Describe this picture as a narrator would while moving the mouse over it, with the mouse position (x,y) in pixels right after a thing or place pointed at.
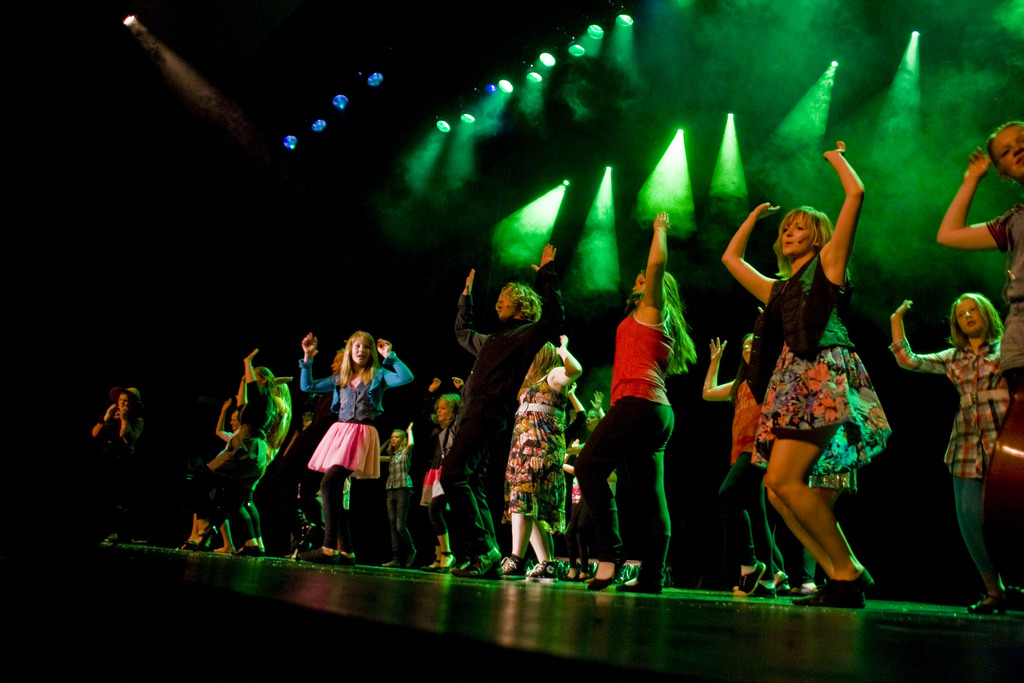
In this picture there are people (839,313) in the center of the image (348,417) on the stage (697,593), they are dancing and there are spotlights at the top side of the image (661,183).
